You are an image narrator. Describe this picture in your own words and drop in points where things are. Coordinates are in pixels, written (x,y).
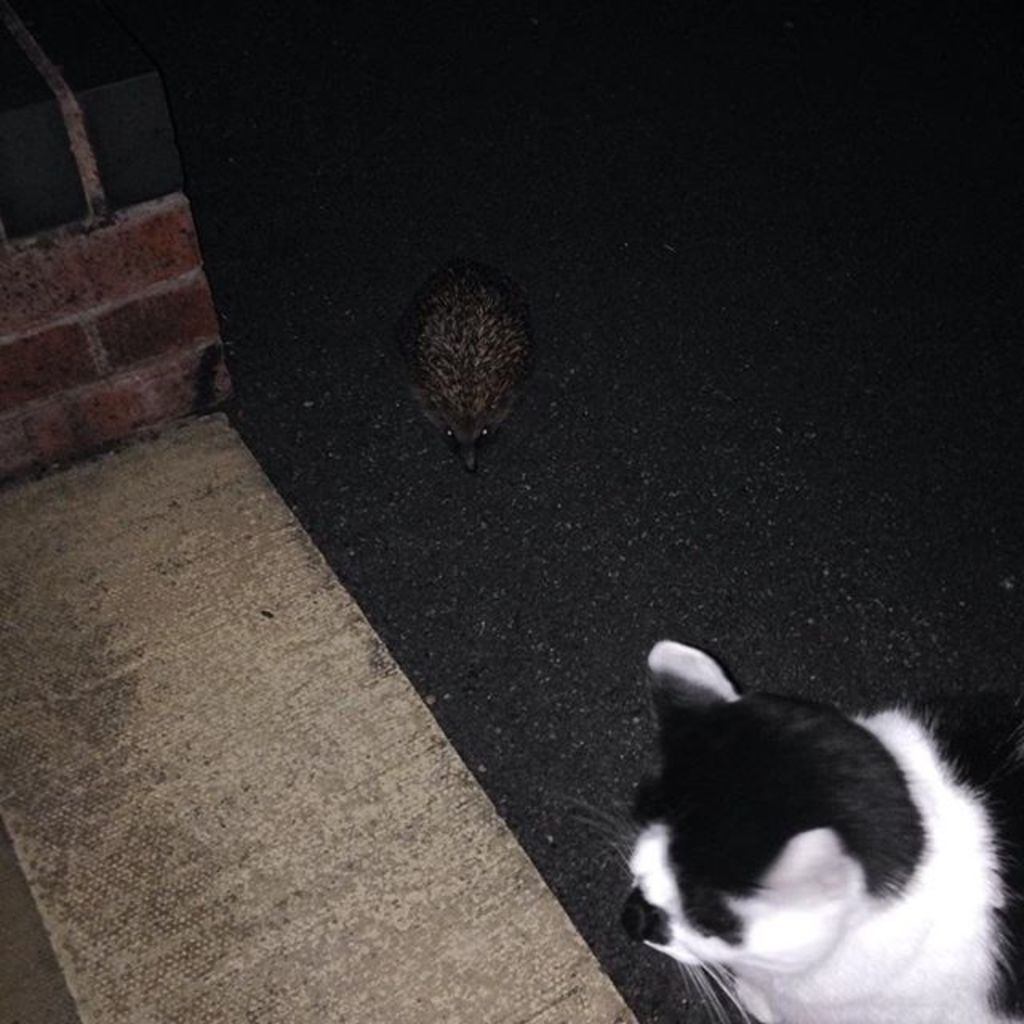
This image is taken during night time. In this image we can see the hedgehog (506,343) and also the cat (769,771) on the path (578,570). On the left (131,275) we can see the pillar (169,388) with bricks (154,398). We can also see the surface (113,524).
